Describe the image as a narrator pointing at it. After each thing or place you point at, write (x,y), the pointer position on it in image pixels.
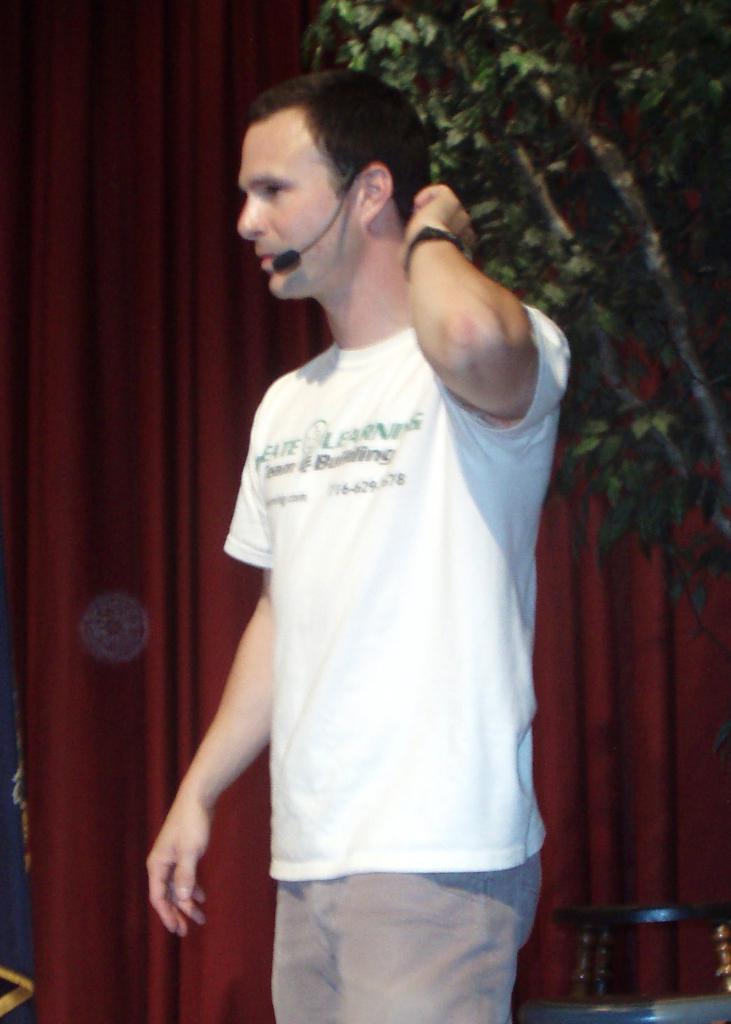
In this picture we can see a man (304,562) and microphone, beside him we can see a chair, curtains (674,690) and a tree (599,202).
